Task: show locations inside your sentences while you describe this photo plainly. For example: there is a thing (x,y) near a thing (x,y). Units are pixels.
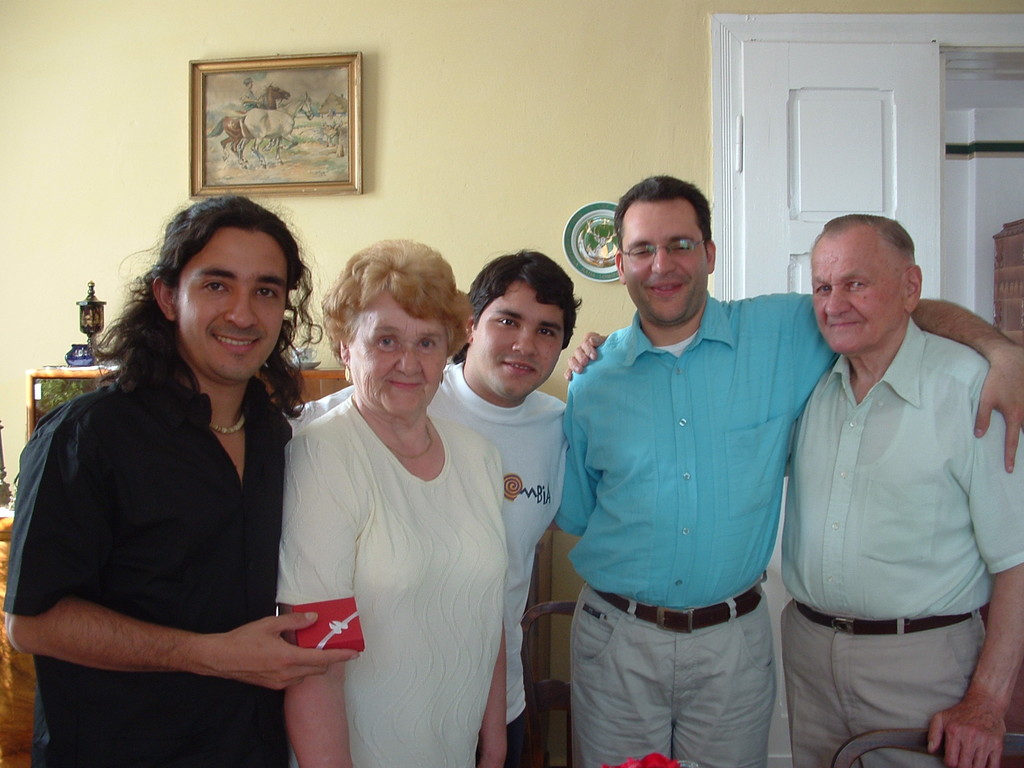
In this image we can see people (176,584) standing on the floor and smiling. In the background (487,131) there are doors (845,178), wall hangings (215,122) to the wall (551,163) and decors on the cupboard (63,378).
